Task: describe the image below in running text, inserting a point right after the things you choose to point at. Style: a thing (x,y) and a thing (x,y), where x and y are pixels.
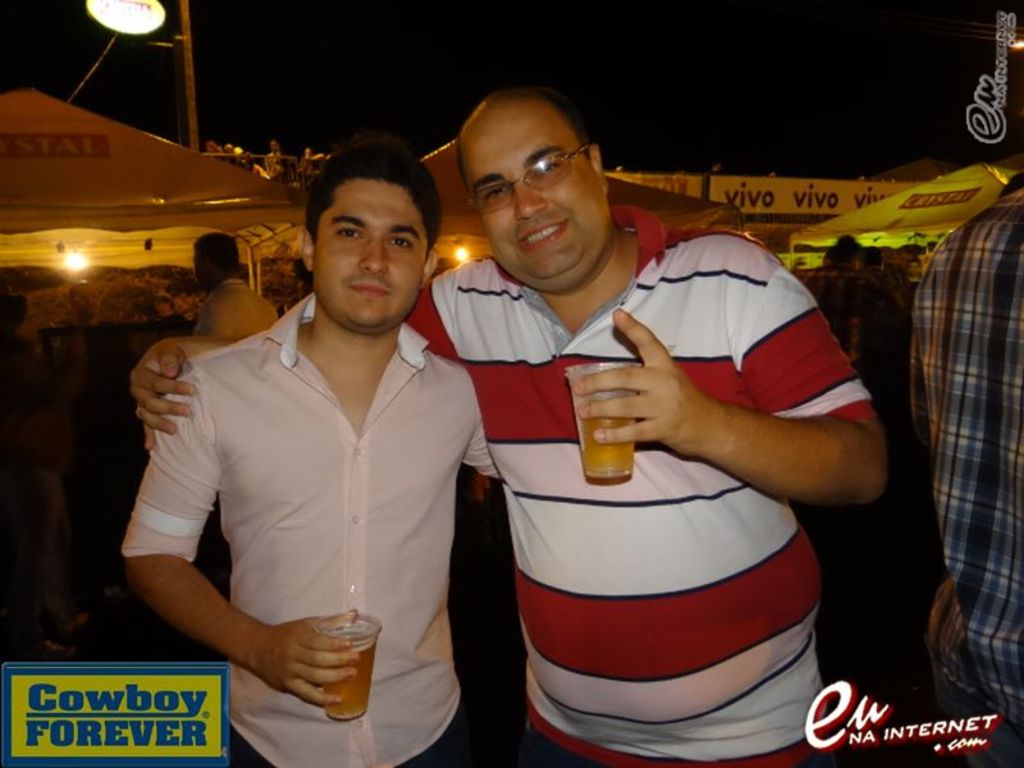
This picture shows few people (771,313) standing and we see couple of men (458,439) were holding glasses (575,389) in their hands (618,382) and we see text (75,680) at the bottom of the picture (23,705) and a water mark (1004,81) on the top right corner (998,67).
